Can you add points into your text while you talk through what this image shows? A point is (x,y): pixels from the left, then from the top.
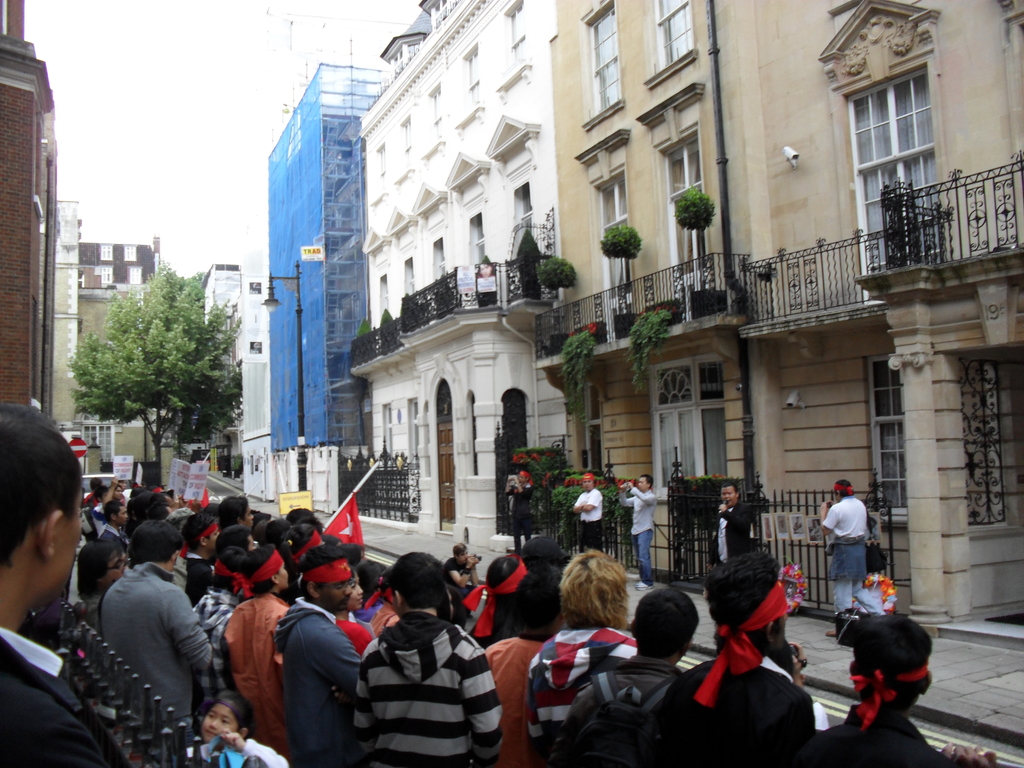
In the image we can see there are many people (461,657) around and they are wearing clothes (419,668). This is a flag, fence (385,493), footpath (960,682), a tree (215,369), buildings (83,303), plants (523,243), windows (878,138) of the building (534,140) and a white sky (74,137).
